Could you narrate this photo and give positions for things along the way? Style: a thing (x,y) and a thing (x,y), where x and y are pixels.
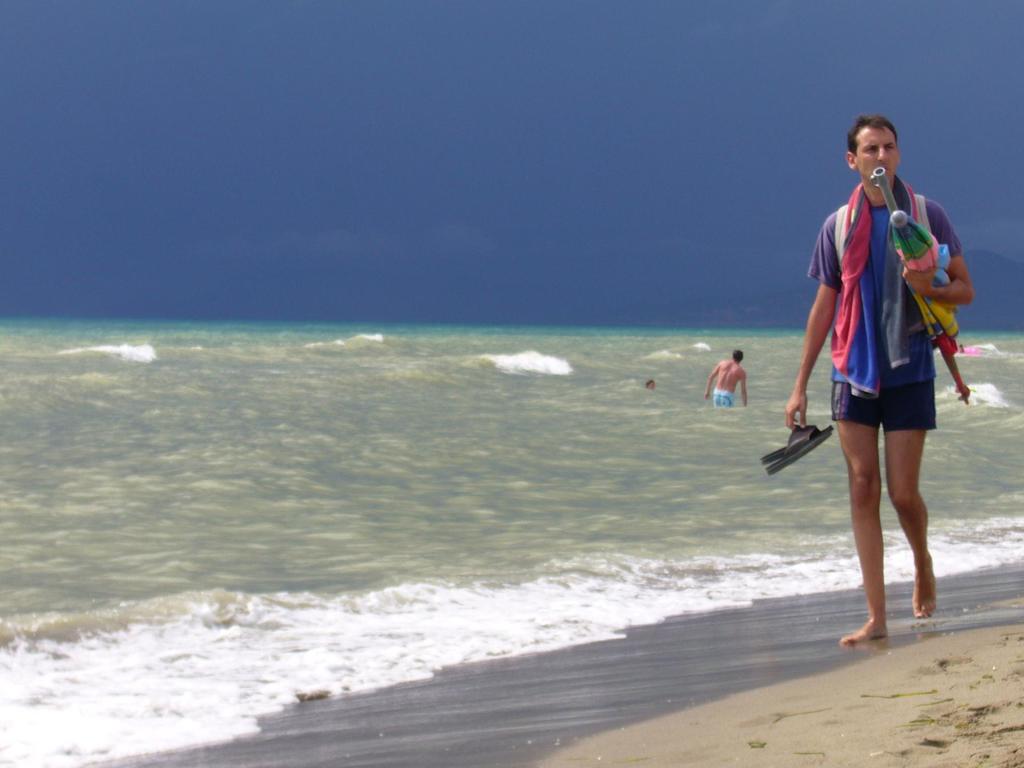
In this image I can see the person (850,327) walking to the side of the water (609,570). I can see the person (825,328) holding the footwear (784,455) and an umbrella (918,265). I can see few more people (706,389) in the water (414,420). In the background (397,152) I can see the blue sky (504,117).
